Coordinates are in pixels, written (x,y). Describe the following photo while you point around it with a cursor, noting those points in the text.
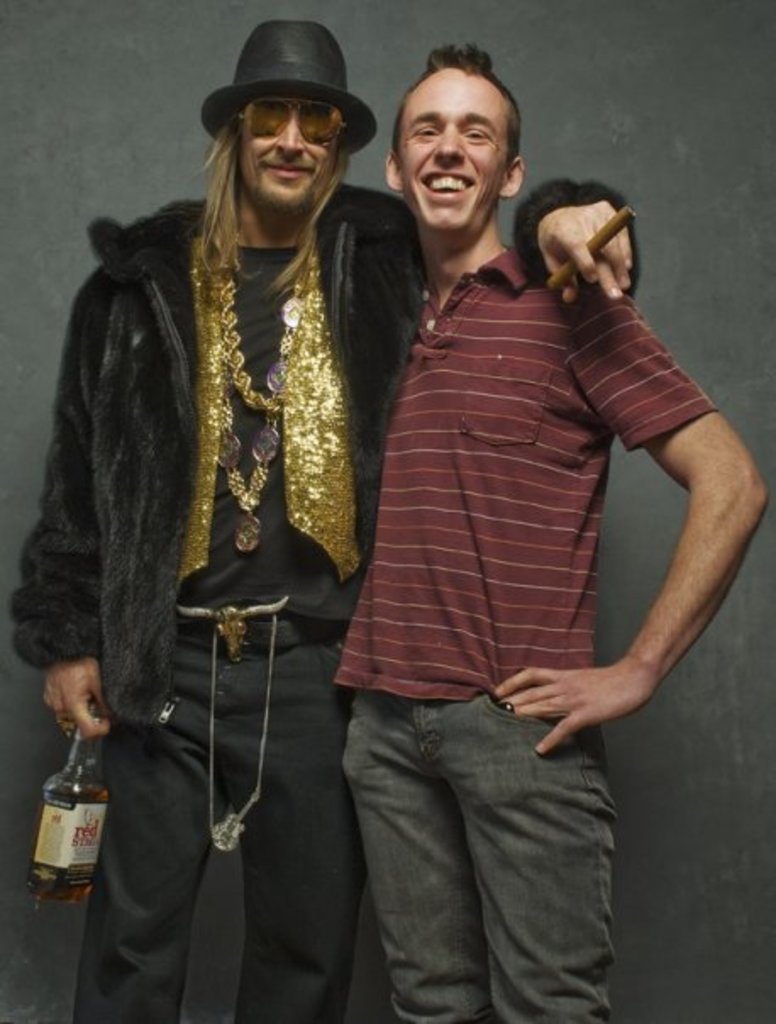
In this picture we can see two persons (281,493) standing together. He hold a bottle (82,853) with his hand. He has goggles (307,105). And he wear a cap (326,95). And this is the wall (687,173).
